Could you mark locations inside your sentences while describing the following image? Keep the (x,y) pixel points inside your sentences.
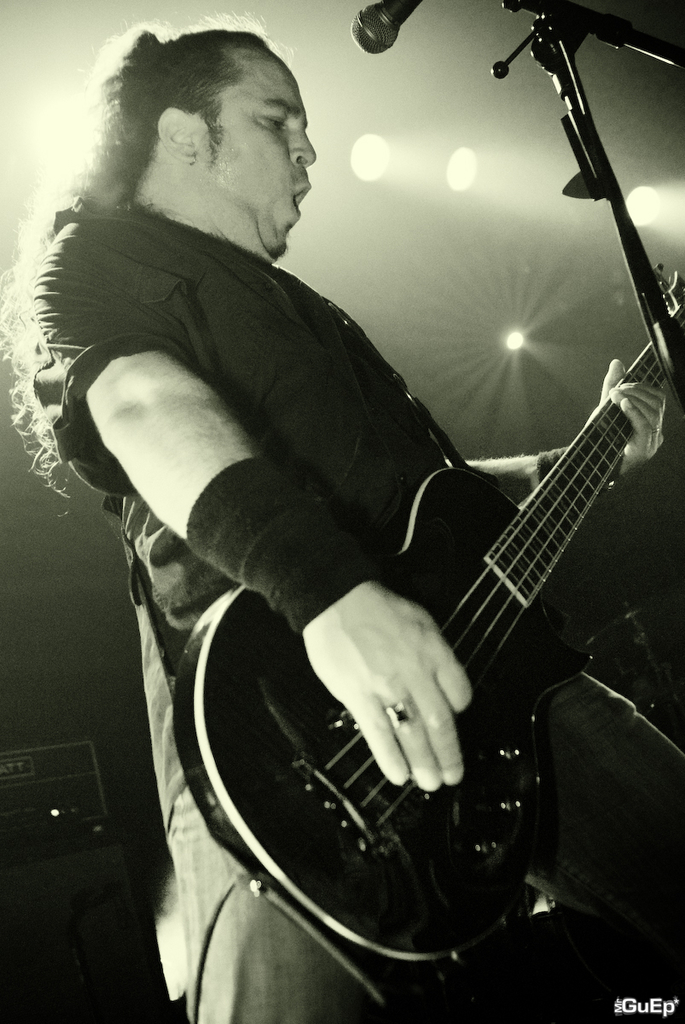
A man (288,532) is playing guitar (546,497). On the right (514,4) there is a mic (386,38) with stand (606,176). In the background (73,839) there are boxes (32,888) and lights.
